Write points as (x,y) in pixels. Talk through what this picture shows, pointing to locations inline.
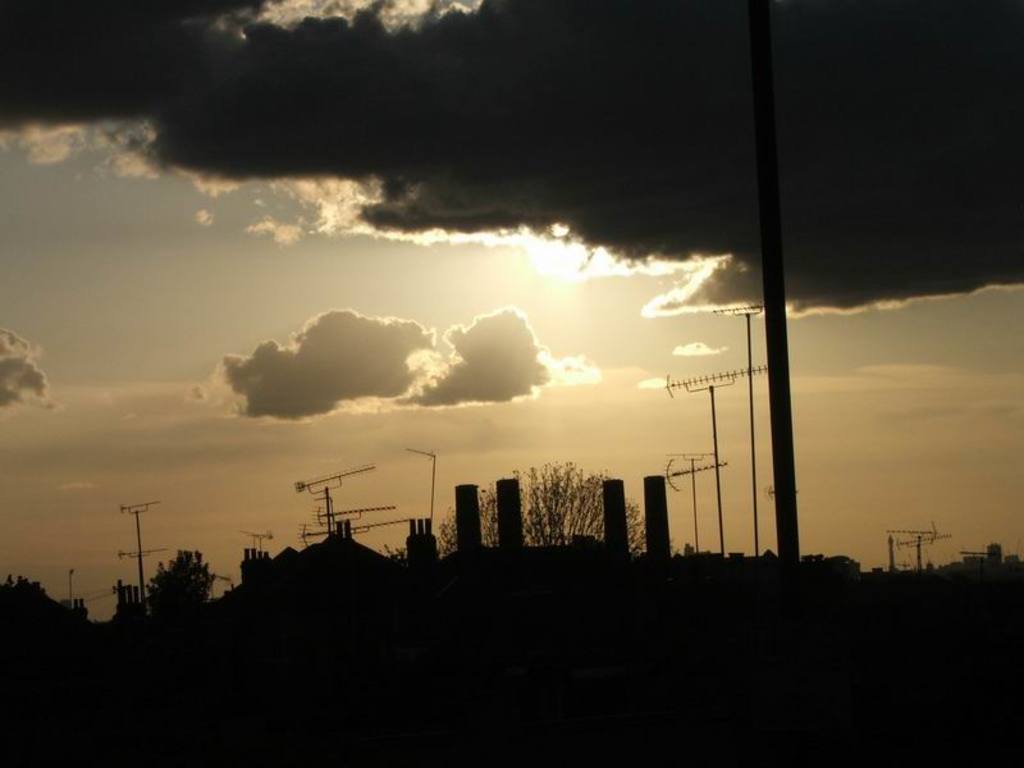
In this picture we can see there are some electrical poles (70,575) and trees (451,542), clouds (458,380) in the sky (908,362).
